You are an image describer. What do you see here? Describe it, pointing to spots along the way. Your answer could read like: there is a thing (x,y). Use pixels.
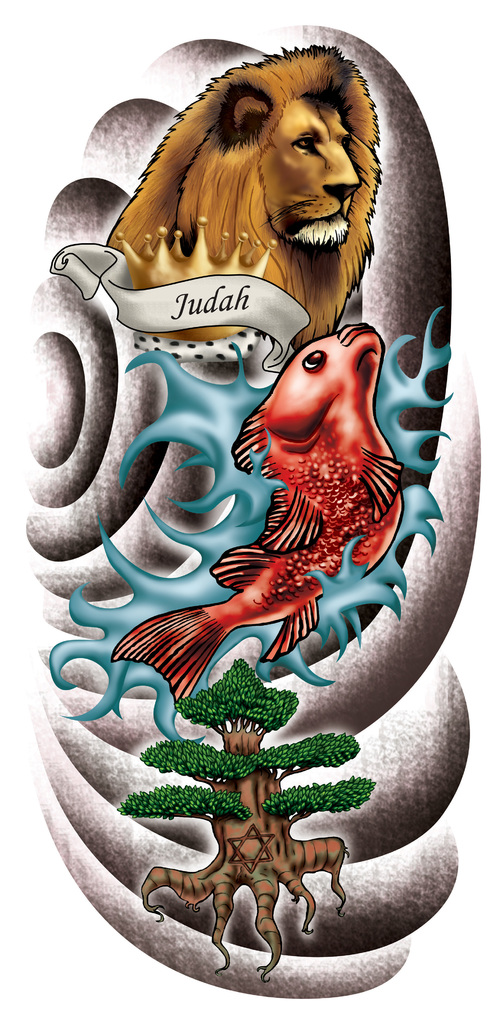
This is edited image, we can see fish (195,669), lion (277,278) and tree (207,727). In the background (3,518) it is white.
